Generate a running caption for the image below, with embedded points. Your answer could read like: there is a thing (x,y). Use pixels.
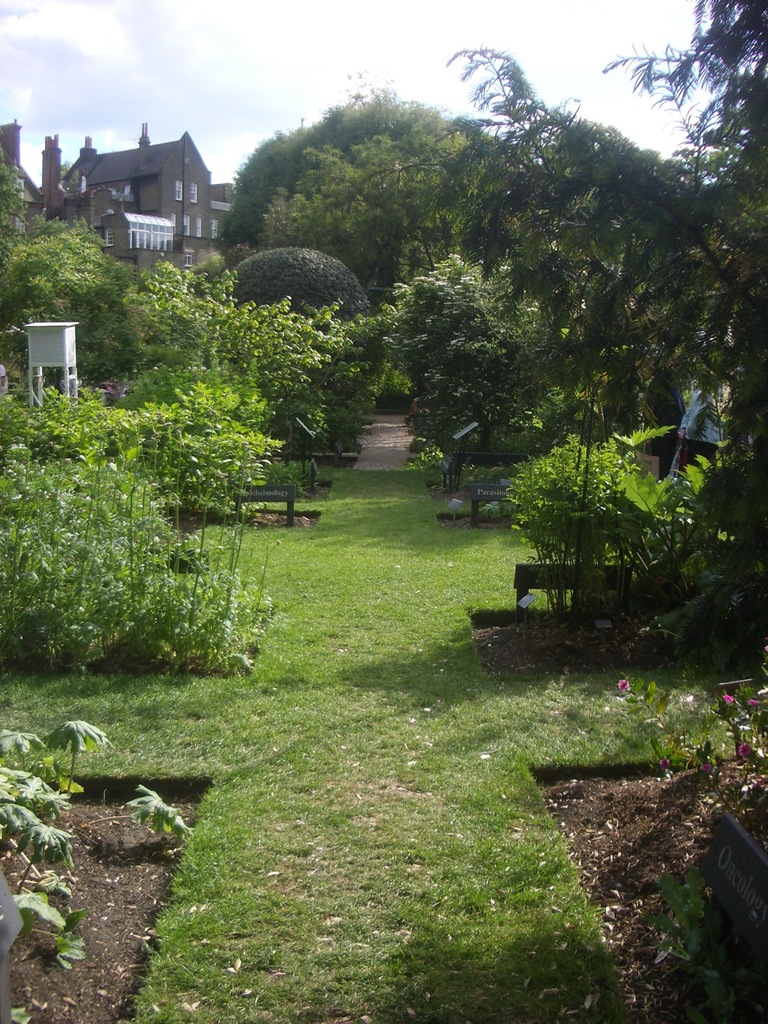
In this image we can see grass (116,687), trees (554,325), boards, building (102,228), sky (113,111) and clouds (113,111).
